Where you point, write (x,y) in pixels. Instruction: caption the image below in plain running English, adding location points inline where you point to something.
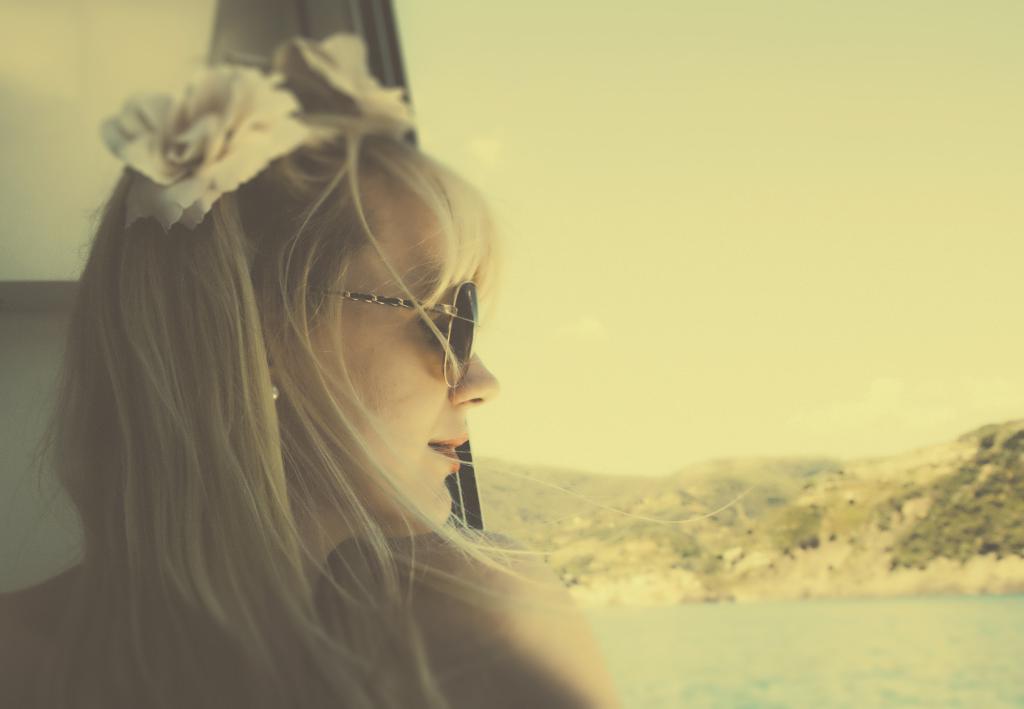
On the left side of the image (196,407) we can see a woman (374,438), she wore spectacles (403,301), in the background (816,662) we can see water (849,616) and few trees (949,480).
